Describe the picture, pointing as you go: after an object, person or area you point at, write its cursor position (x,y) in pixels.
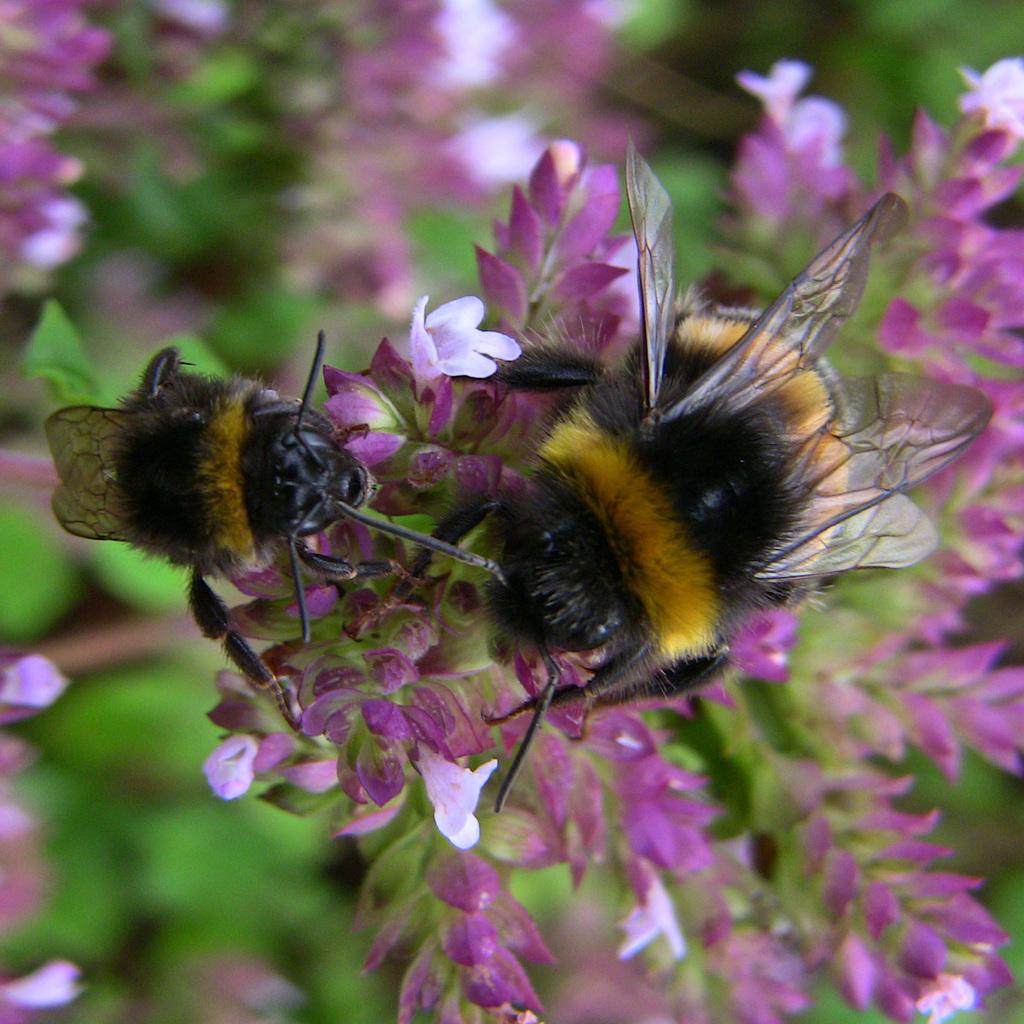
In the center of the image (430,579) we can see bees (589,487) on the flowers (461,639). In the background (960,487) there are leaves (356,333) and flowers (933,347).
